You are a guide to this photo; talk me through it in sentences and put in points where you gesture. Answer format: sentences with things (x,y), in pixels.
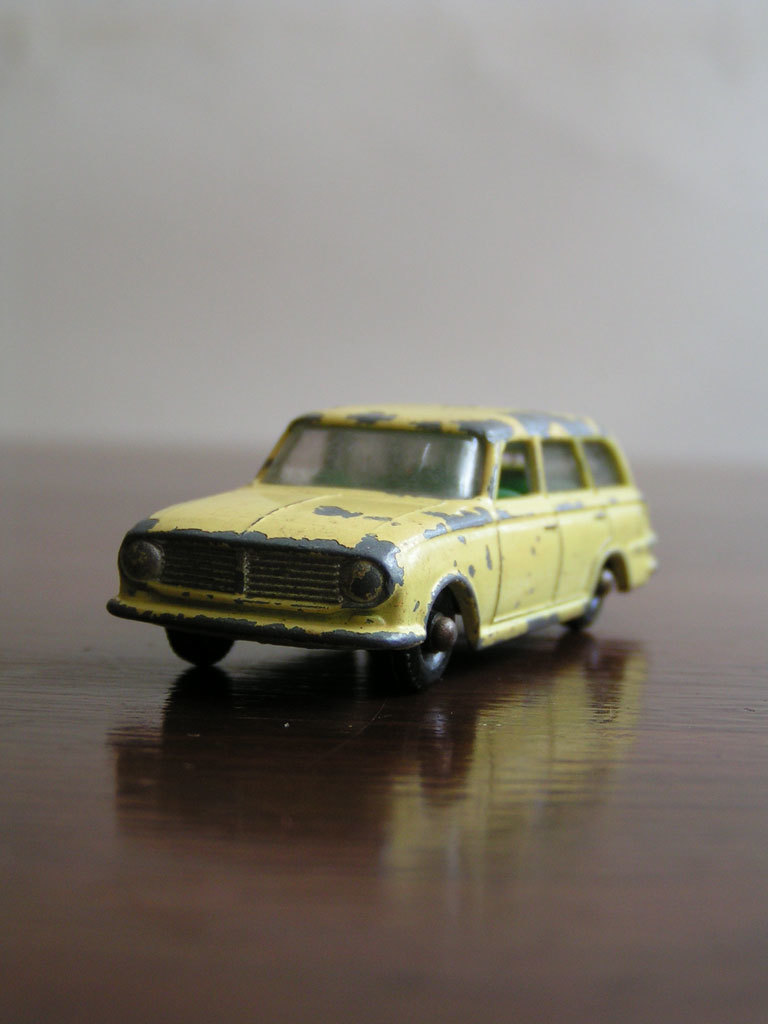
In the picture there is a toy car (346,468) and the background of the toy car (377,417) is blur.
